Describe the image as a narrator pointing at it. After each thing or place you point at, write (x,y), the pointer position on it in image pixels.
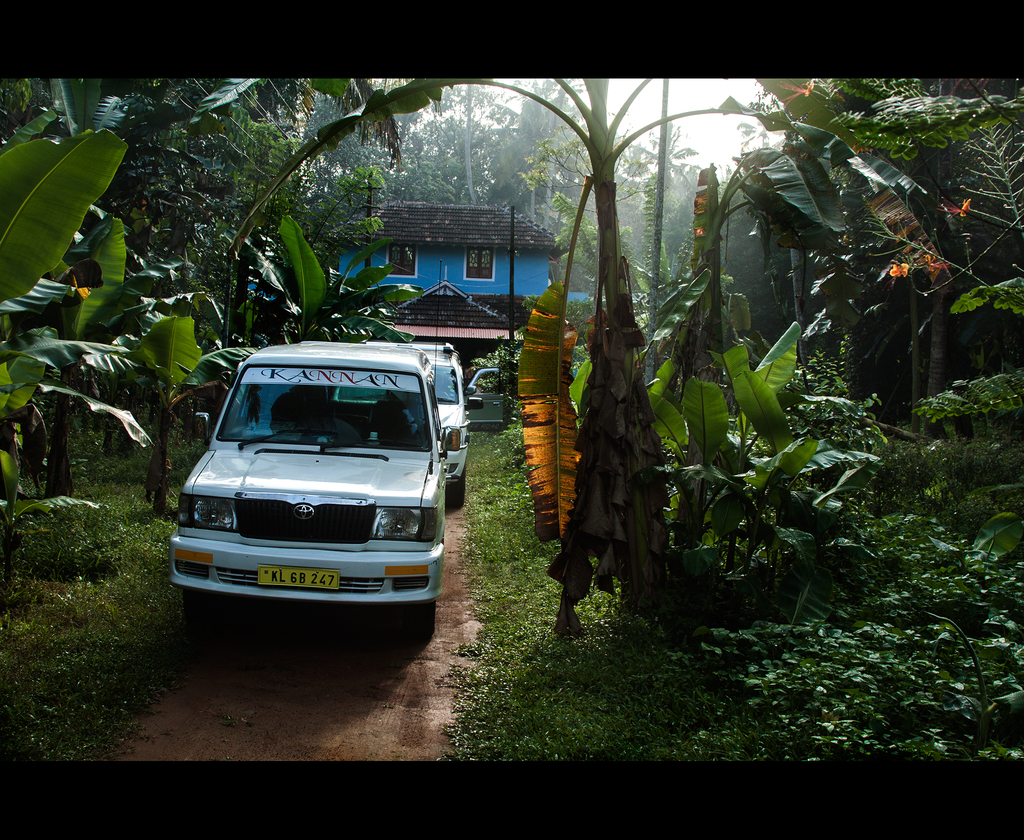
This picture is clicked outside. In the center (518,544) we can see the cars (316,493), grass (130,591), plants (675,439), trees (169,231) and a house (492,255). In the background (727,140) we can see the sky (629,90), trees (552,203) and some other objects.
